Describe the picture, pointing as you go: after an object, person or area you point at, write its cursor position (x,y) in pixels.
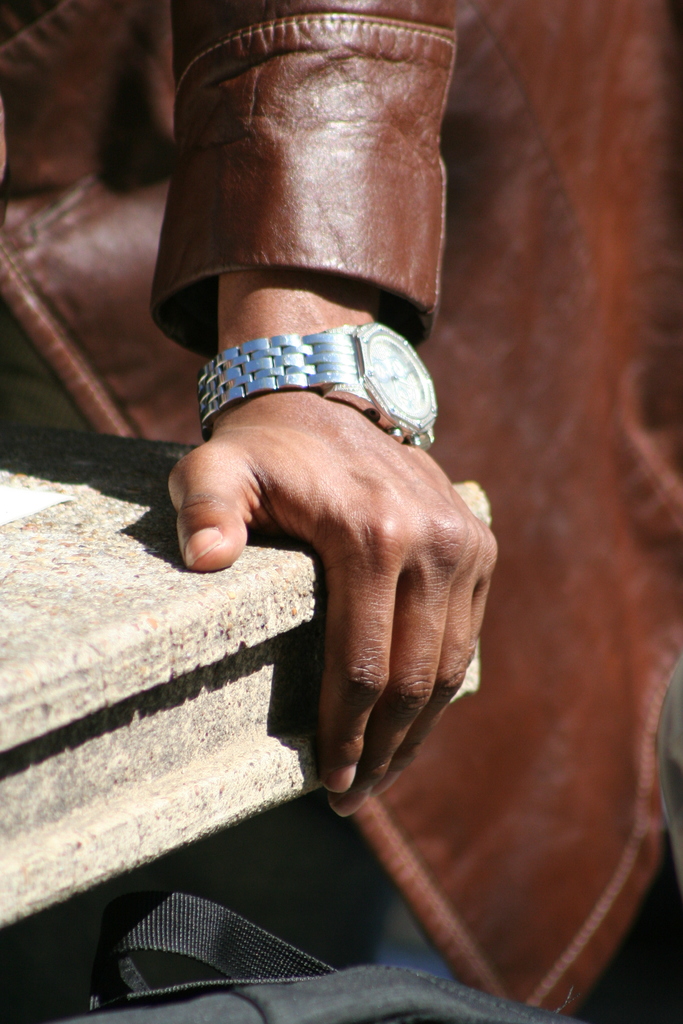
In this picture there is a person (505,79) with brown jacket (555,845) is holding the object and there is a silver watch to his left hand (424,711). At bottom (209,990) there is a bag (278,943).
